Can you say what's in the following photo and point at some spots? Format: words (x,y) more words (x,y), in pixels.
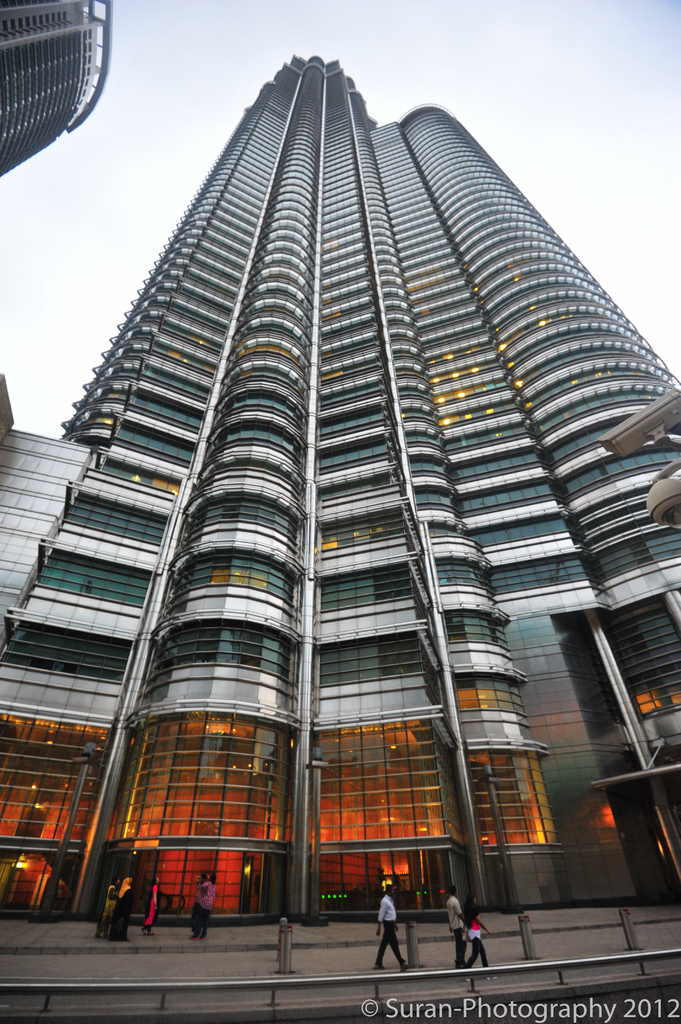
This is the skyscraper (303,459) with glass doors (325,907). I can see few people (395,921) walking and few people (200,907) standing. This is the watermark (676,1016) on the image. At the right corner of the image (666,501), I can see the CCTV camera (614,448).
